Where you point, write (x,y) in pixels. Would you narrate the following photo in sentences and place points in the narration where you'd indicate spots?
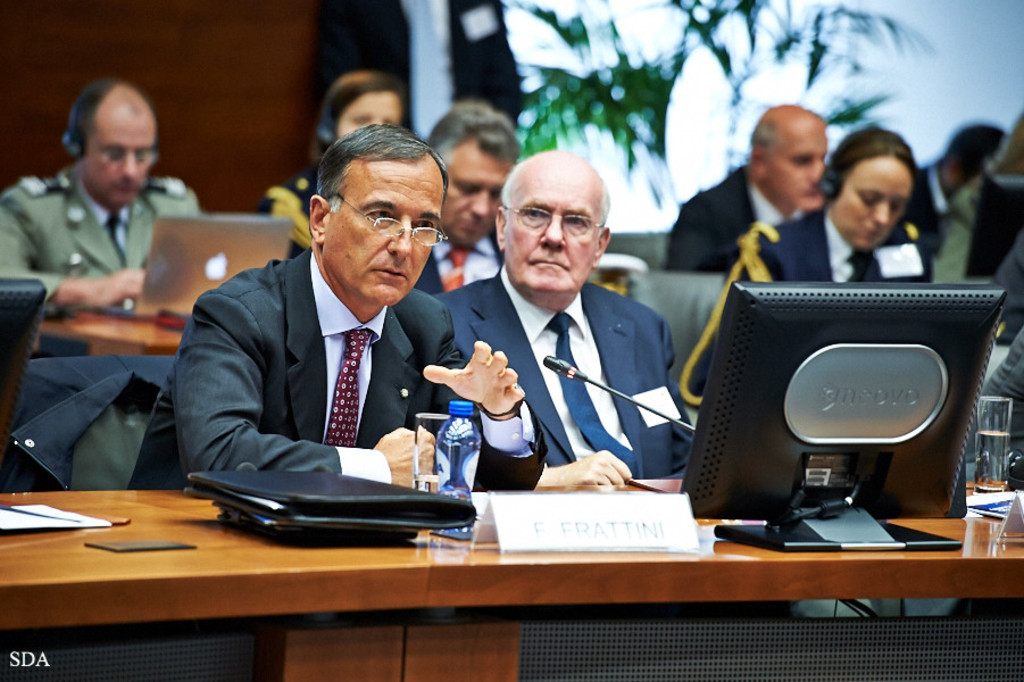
In the image we can see there are people (491,330) sitting on chair (695,323) and on table (208,531) there are water bottles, files (366,506) and monitor (939,442).
